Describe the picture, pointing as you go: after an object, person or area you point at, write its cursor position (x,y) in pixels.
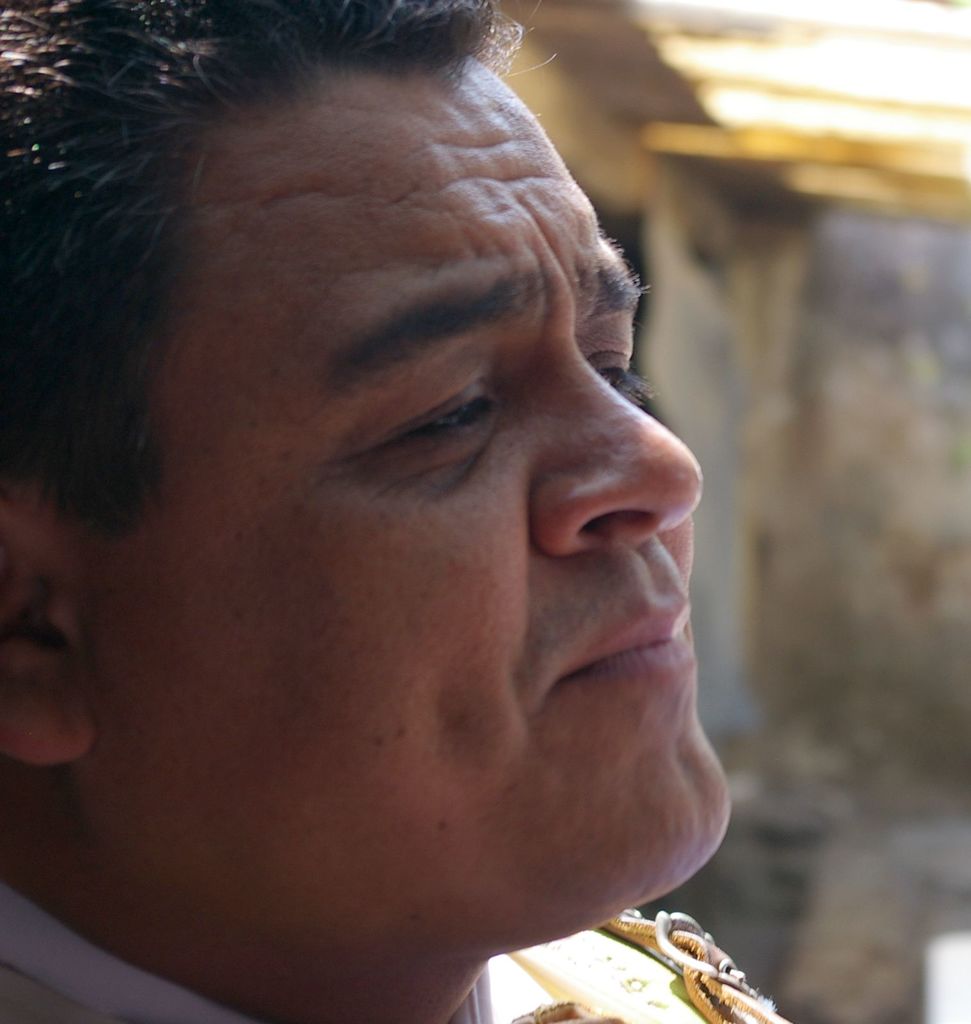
In this image we can see a man (510,498). In the background (737,488) the image is blur but we can see objects (656,187).
